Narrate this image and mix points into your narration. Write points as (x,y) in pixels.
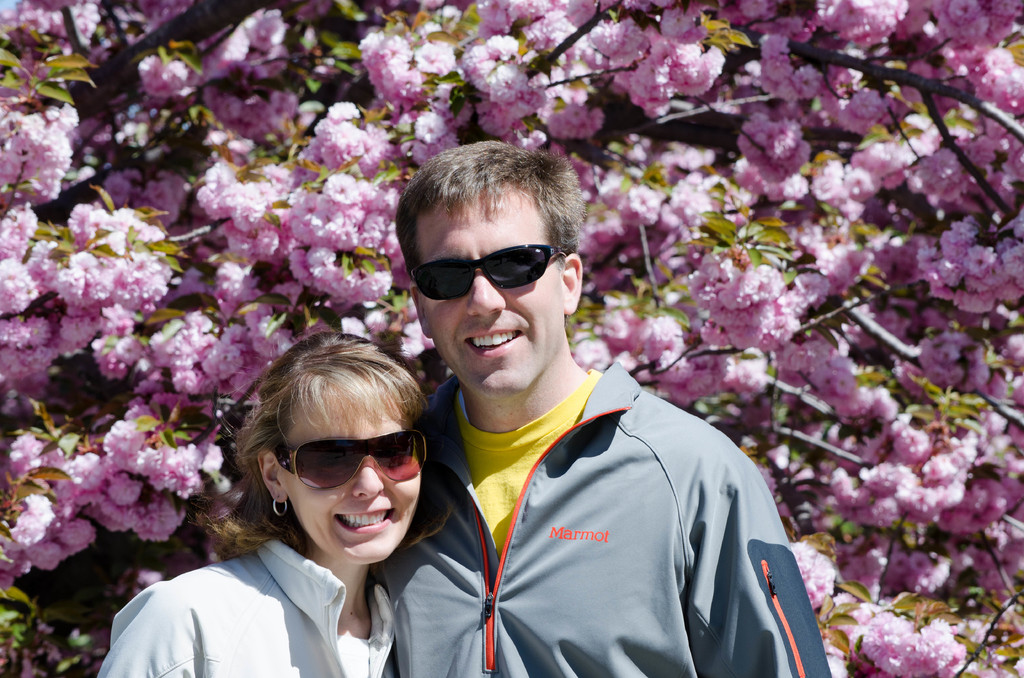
In this image we can see a lady (386,493) and a man (493,458), behind them there are some flowers (317,224), and plants (845,524).
